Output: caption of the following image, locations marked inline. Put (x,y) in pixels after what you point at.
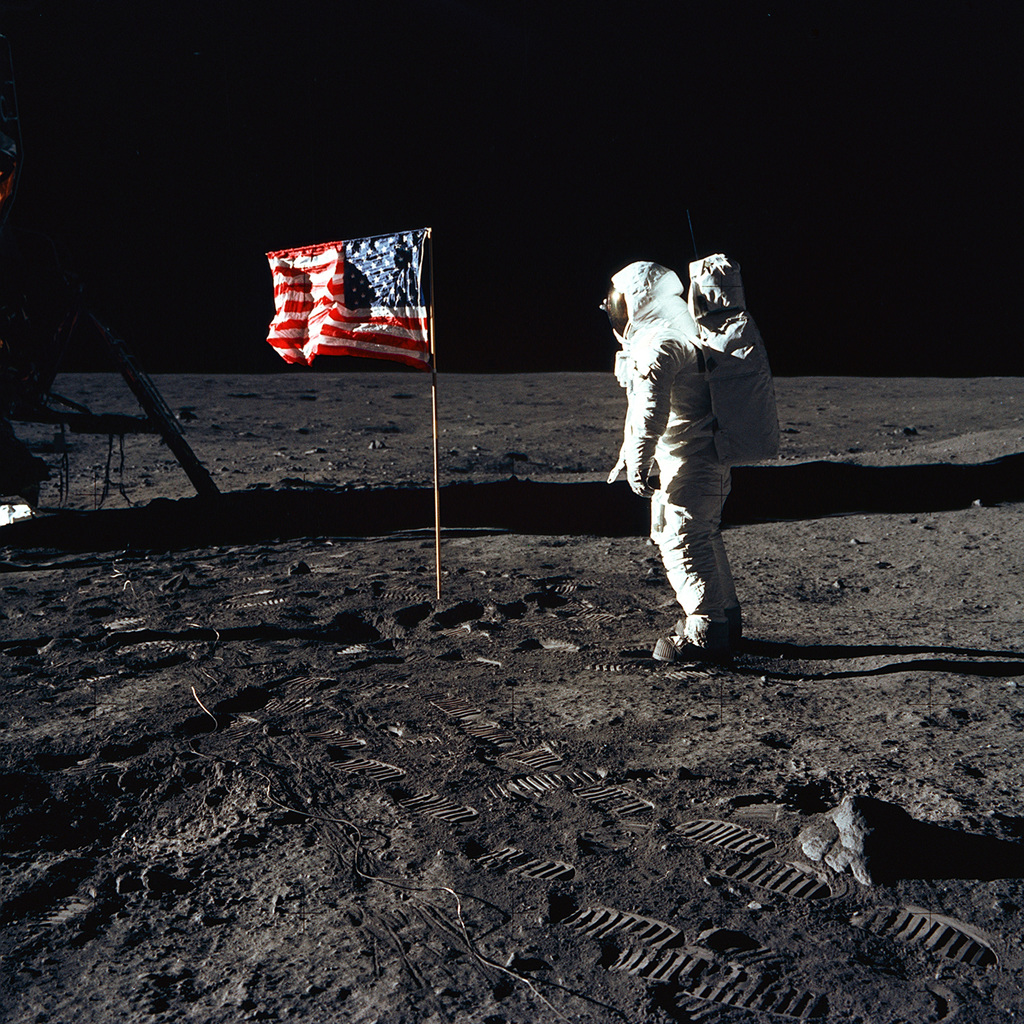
In this image we can see an astronaut (678,526) standing on the ground (406,719). We can also see a machine (68,448) and the flag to a stick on the ground (508,696). On the backside (610,218) we can see the sky (446,158).
